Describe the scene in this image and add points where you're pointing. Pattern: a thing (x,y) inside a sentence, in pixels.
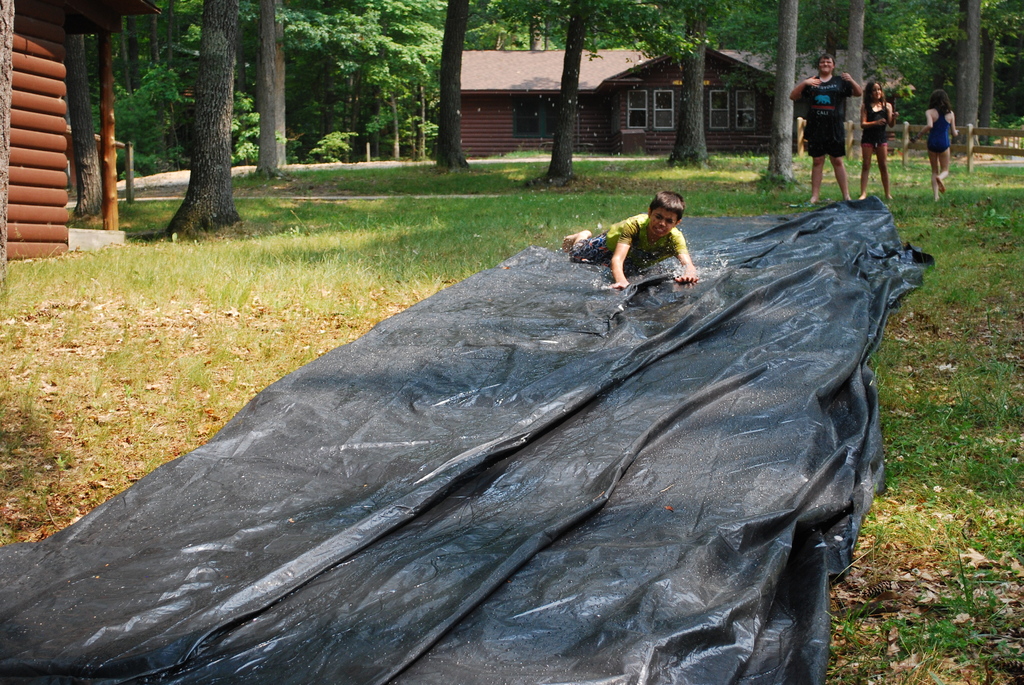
In this image, we can see a kid (643,245) on the tarpaulin cover (718,241). There are three kids (887,133) in the top right of the image (938,133). There is a shelter house (626,118) and some trees (364,62) at the top of the image (784,29). There is a pole (107,102) and wooden wall (56,109) in the top left of the image (25,120).
